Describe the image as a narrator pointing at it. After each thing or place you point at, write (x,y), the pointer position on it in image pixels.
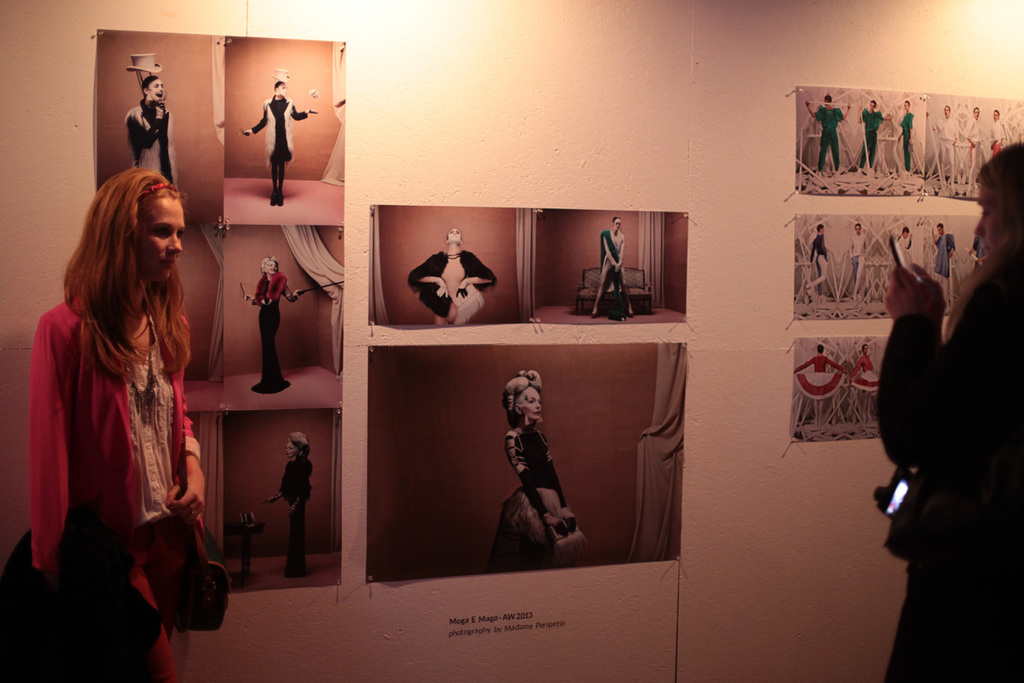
In this image on the right side (951,491) and left side (135,256) there are two women (1011,342) standing, and one person (993,492) is holding a mobile (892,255) and one person (152,583) is holding a bag (198,577). And in the background (217,376) there are some photo frames (157,65) on the wall (973,5), and at the bottom of the image (559,625) there is some text (496,633).
